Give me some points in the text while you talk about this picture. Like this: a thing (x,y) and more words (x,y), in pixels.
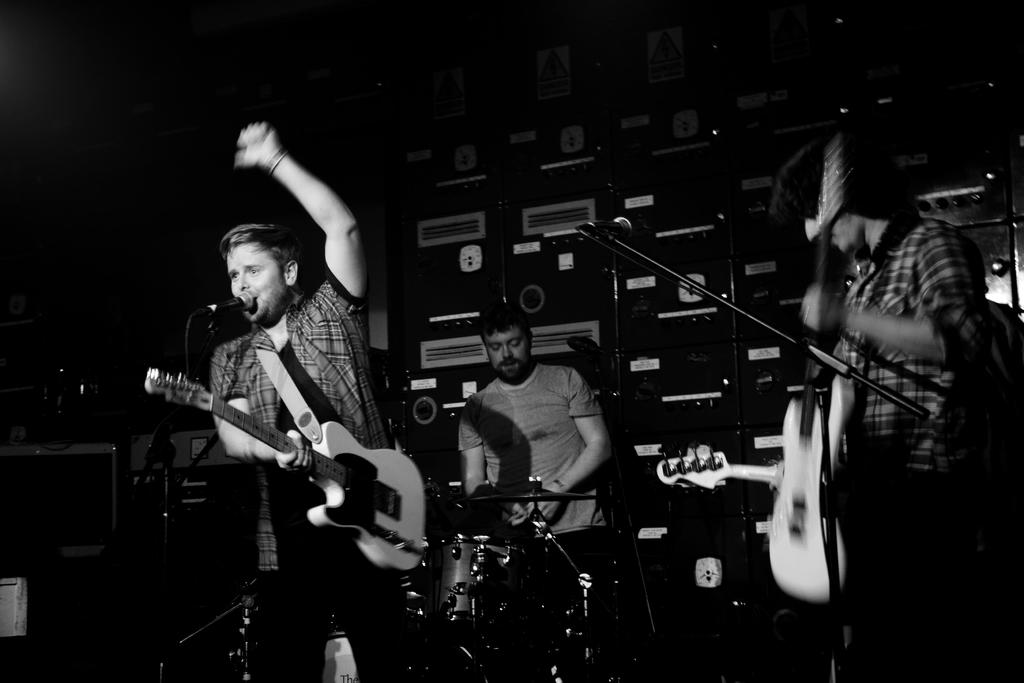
In this image, there are three persons (231,368). One is standing and playing a guitar (345,511) and singing a song in front of the mike (212,310). And another is playing a guitar (832,420). And in the middle of the image (568,373), there is a third person (581,428) sitting and playing musical instruments (544,521). In the background area (720,329), there are speakers (927,111) visible. This image is taken in the hall (933,54) during night time.
